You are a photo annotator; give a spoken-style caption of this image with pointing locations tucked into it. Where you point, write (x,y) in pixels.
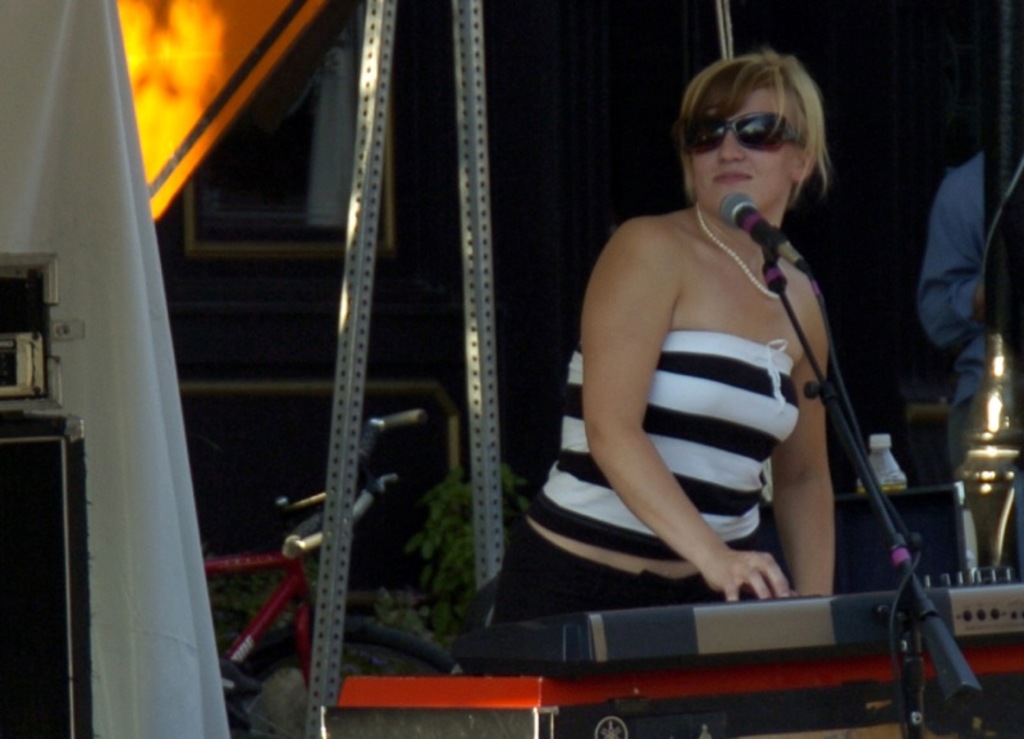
In the foreground of the picture (662,630) there are music control system (793,614), mic (752,214), stand (792,311) and a woman (656,398). In the center of the picture (354,275) there are iron frames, person (980,225), bottle (877,470), bicycle (264,619), plant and many other objects (328,145). In the background (212,59) we can see flame (198,73).
